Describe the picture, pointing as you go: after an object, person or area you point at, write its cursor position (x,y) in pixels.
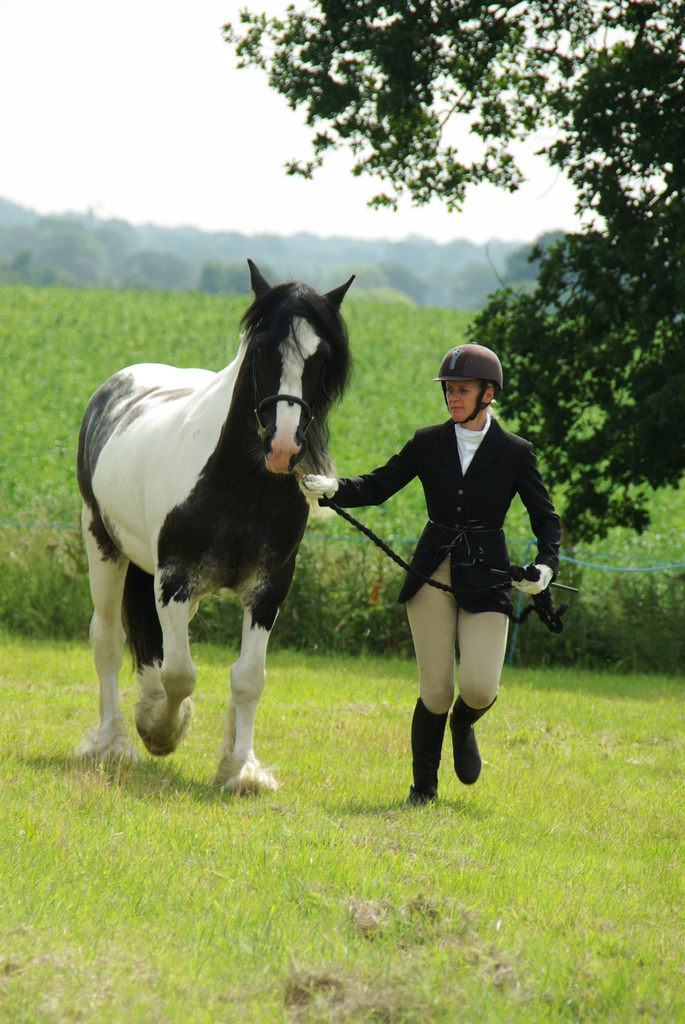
This image consists of a horse (212,583) in black and white color. Beside that, there is a person (498,636) running is wearing a black coat (425,559). At the bottom (309,861), there is green grass (338,913). In the background (230,313), there are plants (358,565). On the right (642,284), there is a tree (684,385). At the top (132,128), there is sky (126,118).
